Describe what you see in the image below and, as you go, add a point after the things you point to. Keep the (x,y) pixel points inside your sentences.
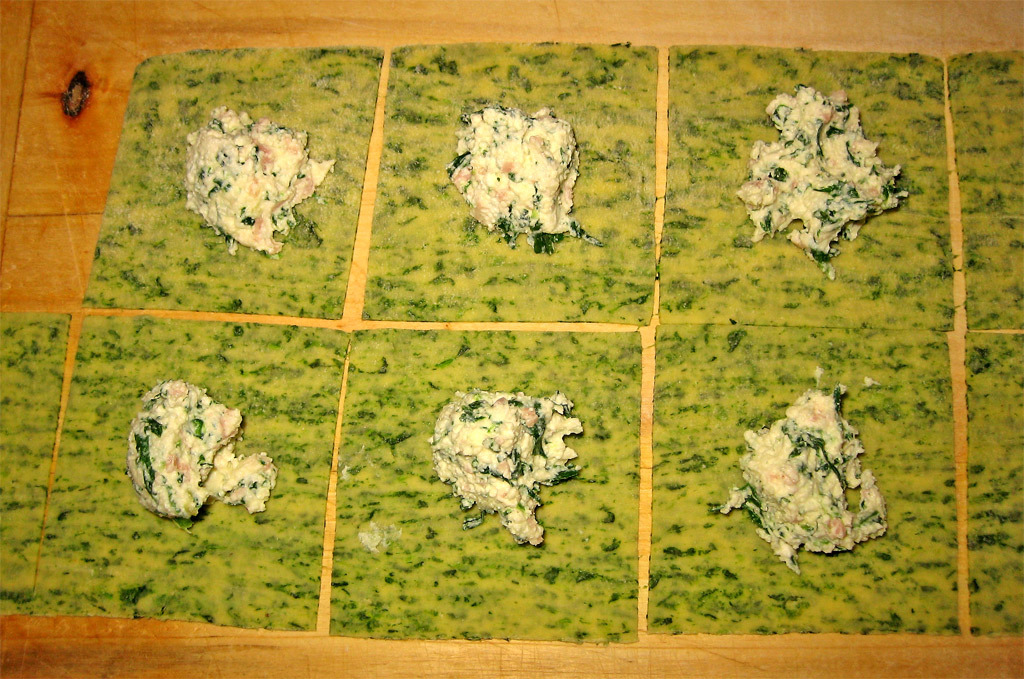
In this picture it looks like the food (392,335), in the background (78,237) it may be the wood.
